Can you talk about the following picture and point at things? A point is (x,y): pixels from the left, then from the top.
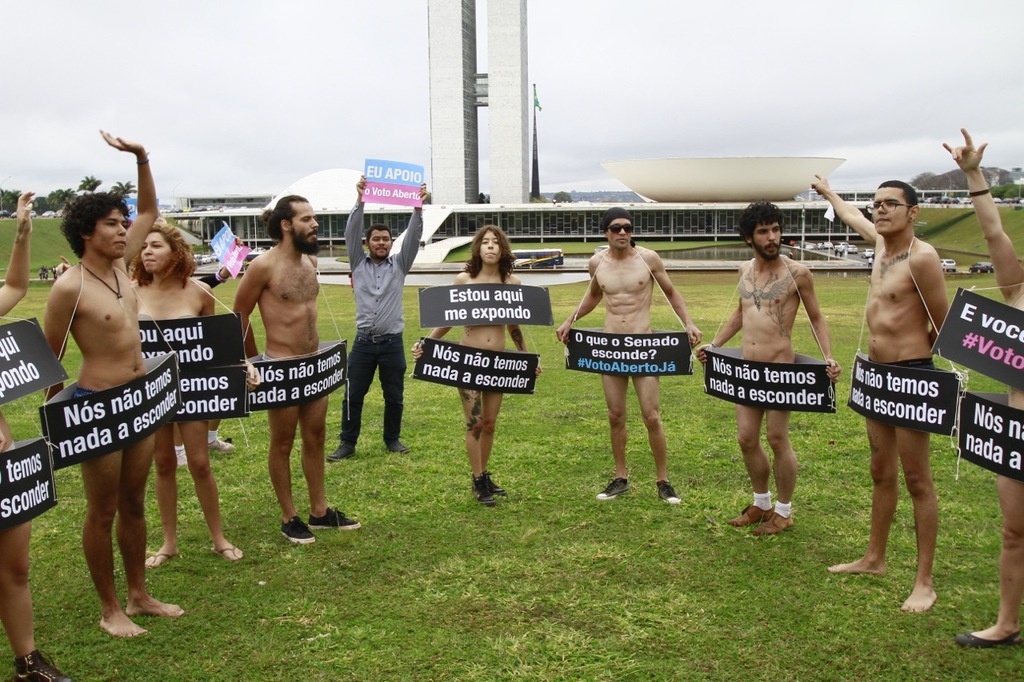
In this image there are few people (923,275) standing wearing boards (614,369). Another person (390,326) is standing here, he is holding a board (393,187). In the background (565,213) there is a building (508,214). On the road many vehicles (854,251) are moving. In the back (440,235) there are trees (3,207) and buildings (775,191).
